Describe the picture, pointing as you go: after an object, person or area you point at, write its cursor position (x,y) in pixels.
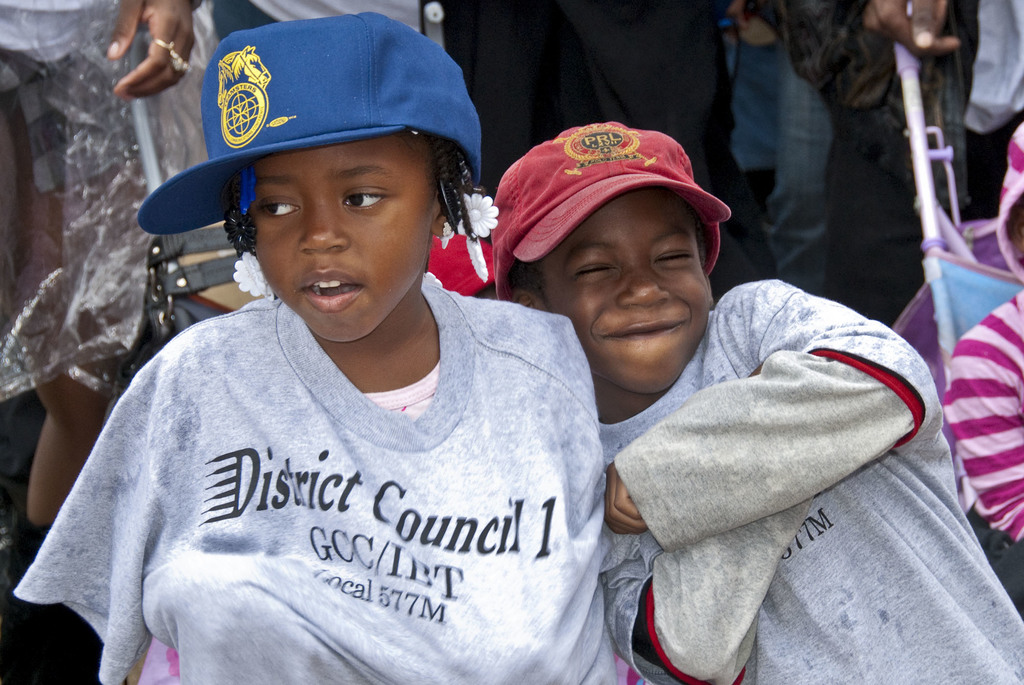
In this image, in the middle (584,285), we can see a two kids (511,528) wearing red color and blue color hat (673,166). In the background (2,377), we can see a group of people (1019,94). On the right side (986,421), we can see a kid (989,437) sitting in the bouncer (996,245).
